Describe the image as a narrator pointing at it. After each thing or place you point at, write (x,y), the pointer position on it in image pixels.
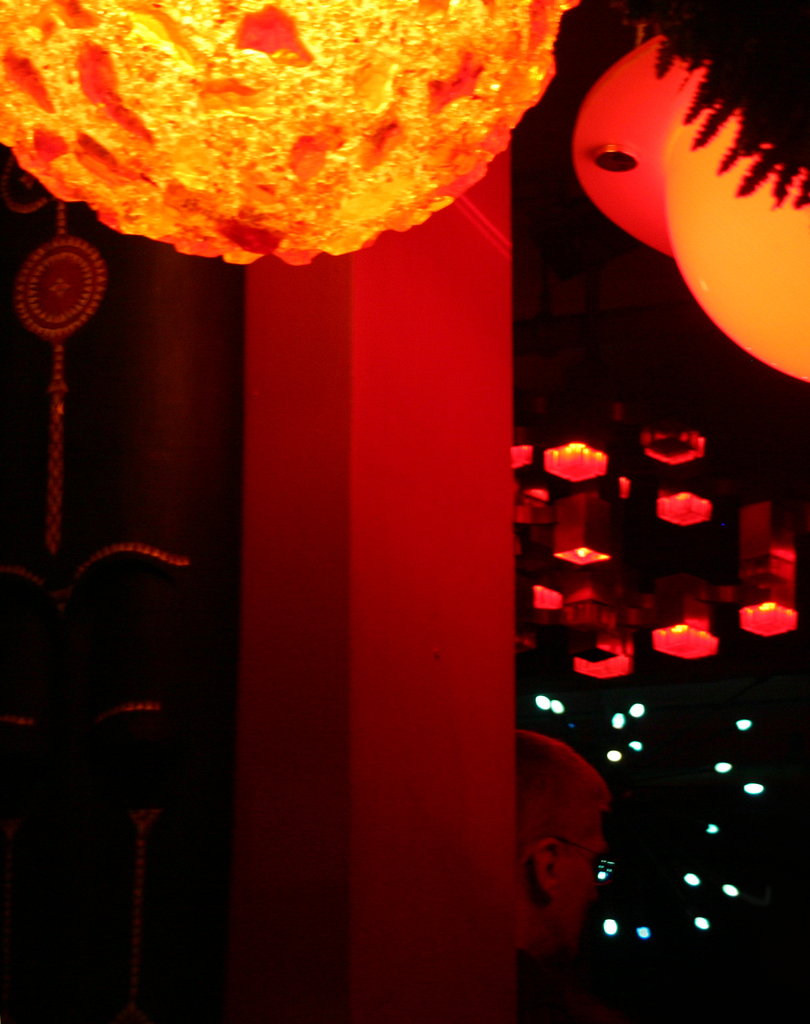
In the image I can see a person (561,787) and some lights (769,288) and lamps (768,300) to the roof (683,801).
